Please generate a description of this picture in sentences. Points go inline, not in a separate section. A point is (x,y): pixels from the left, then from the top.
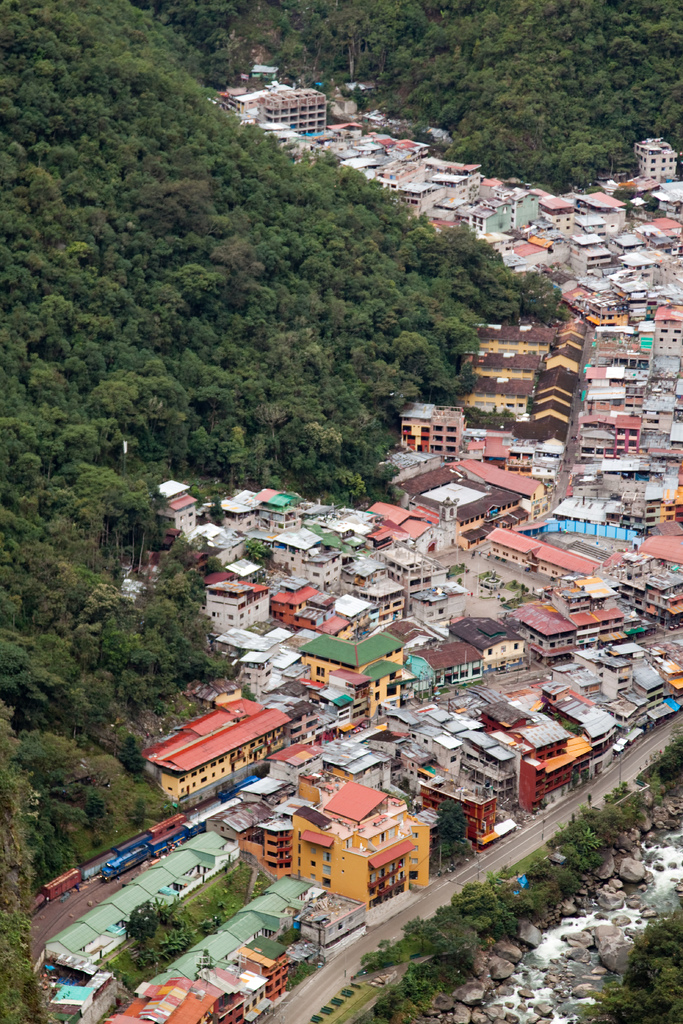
This image consists of many houses (396,742) and buildings (545,383). To the left (110,407), there are trees (55,350). At the bottom (607,938), there are rocks (592,930) along with water (655,899).
